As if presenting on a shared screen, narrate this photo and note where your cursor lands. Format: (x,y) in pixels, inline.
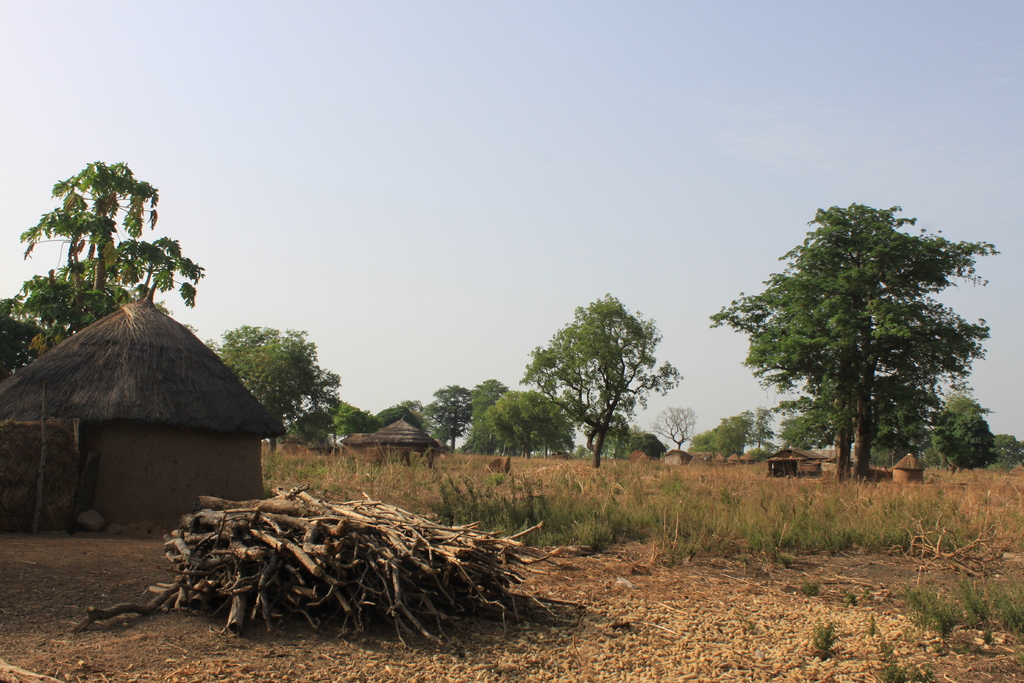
In this image we can see the huts (155,485), trees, plants (667,512) and twigs (426,563). At the top (460,122) we can see the sky (404,149).
